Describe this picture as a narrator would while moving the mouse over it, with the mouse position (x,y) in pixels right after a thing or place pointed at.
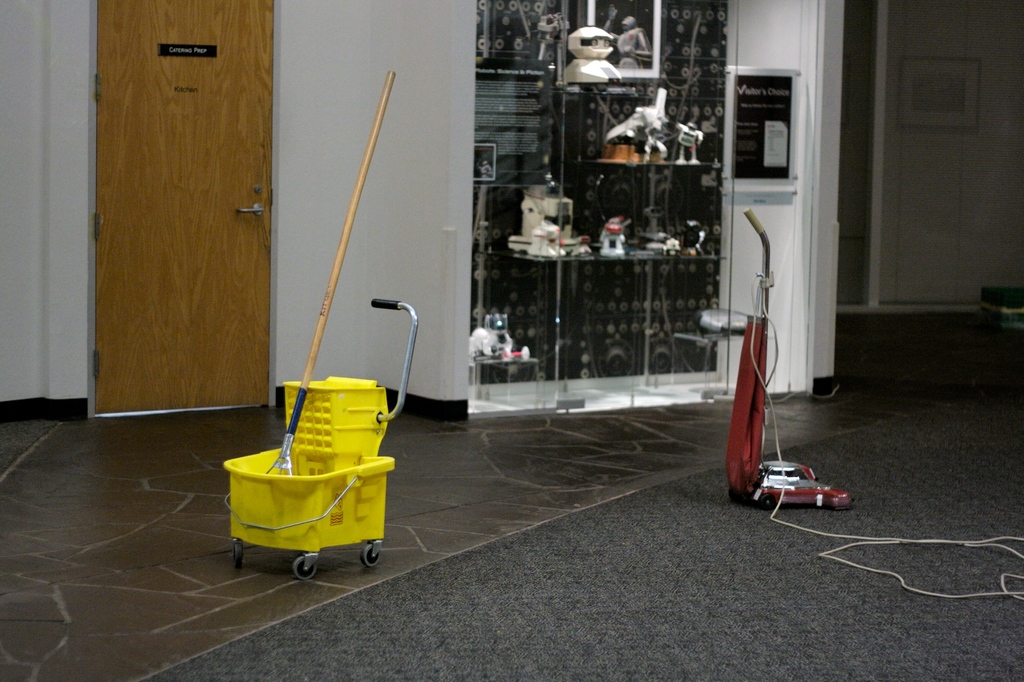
In this image, there is a mop bucket (335,463) and vacuum cleaner (754,474) on the floor (712,432). There is a rack (600,94) at the top of the image (605,109). There is a door (234,138) in the top left of the image (154,175).
